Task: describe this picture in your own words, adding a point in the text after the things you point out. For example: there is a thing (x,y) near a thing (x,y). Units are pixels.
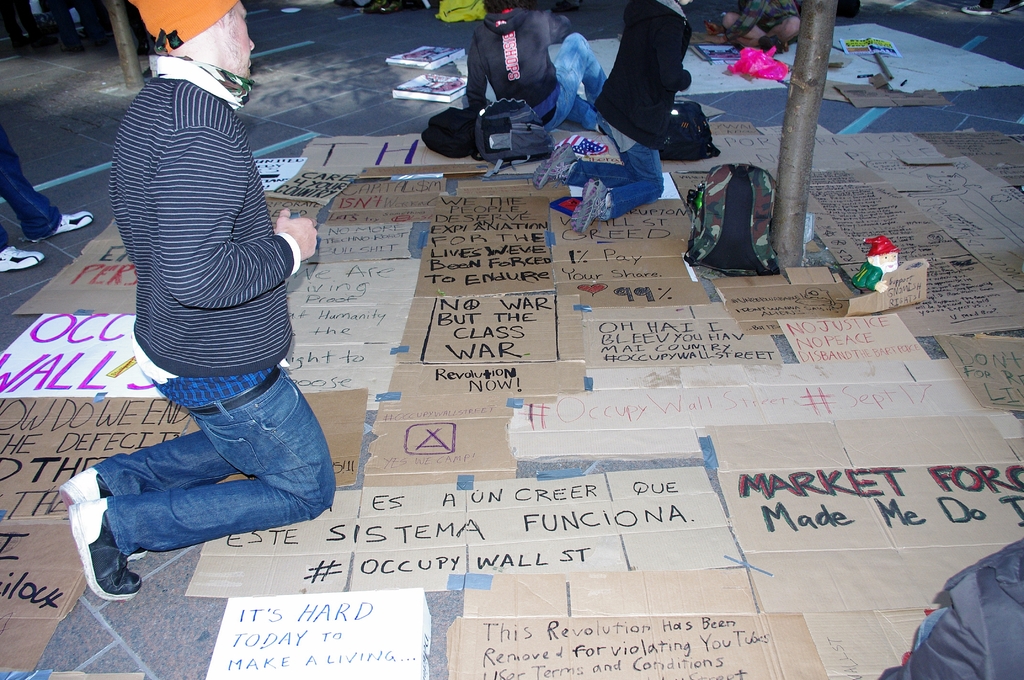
In this image we can see few people (214,199). On the floor (61,249) there are cardboard papers (669,387) with something written. There are bags (528,120). Also there are books (395,60). And there is a toy (871,259) and a pole (807,58). And one person (169,233) is wearing a cap (177,25).
